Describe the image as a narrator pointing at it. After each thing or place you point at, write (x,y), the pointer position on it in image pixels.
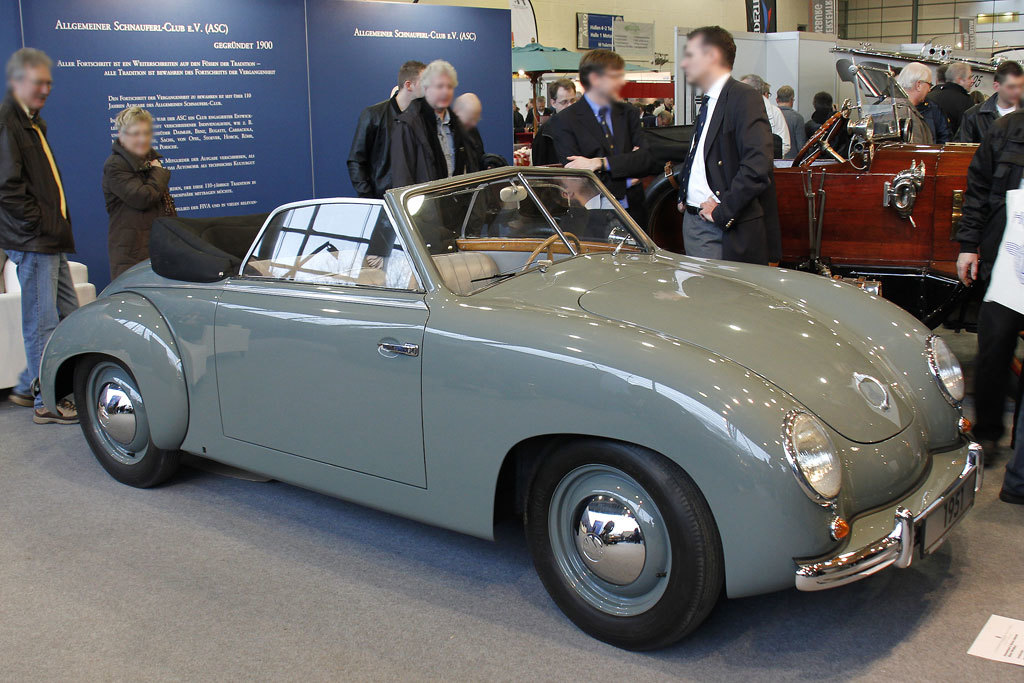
In this image we can see few people (792,105), there are vehicles (825,244) on the floor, there are few boards (622,30) with text (596,30) and few objects (560,65) in the background (778,65).
